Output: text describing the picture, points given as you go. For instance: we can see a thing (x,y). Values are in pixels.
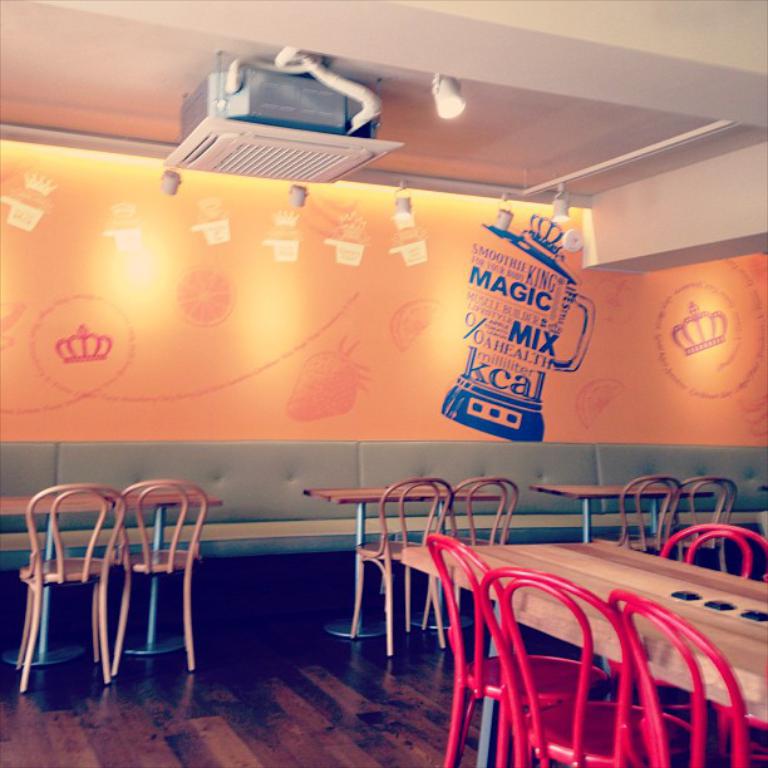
We can see chairs (436,620), tables (636,493), sofas (304,517) and floor (346,711). In the background (48,310) we can see painting (574,329) on the wall (318,319). At the top (347,109) we can see device (299,107) and lights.
